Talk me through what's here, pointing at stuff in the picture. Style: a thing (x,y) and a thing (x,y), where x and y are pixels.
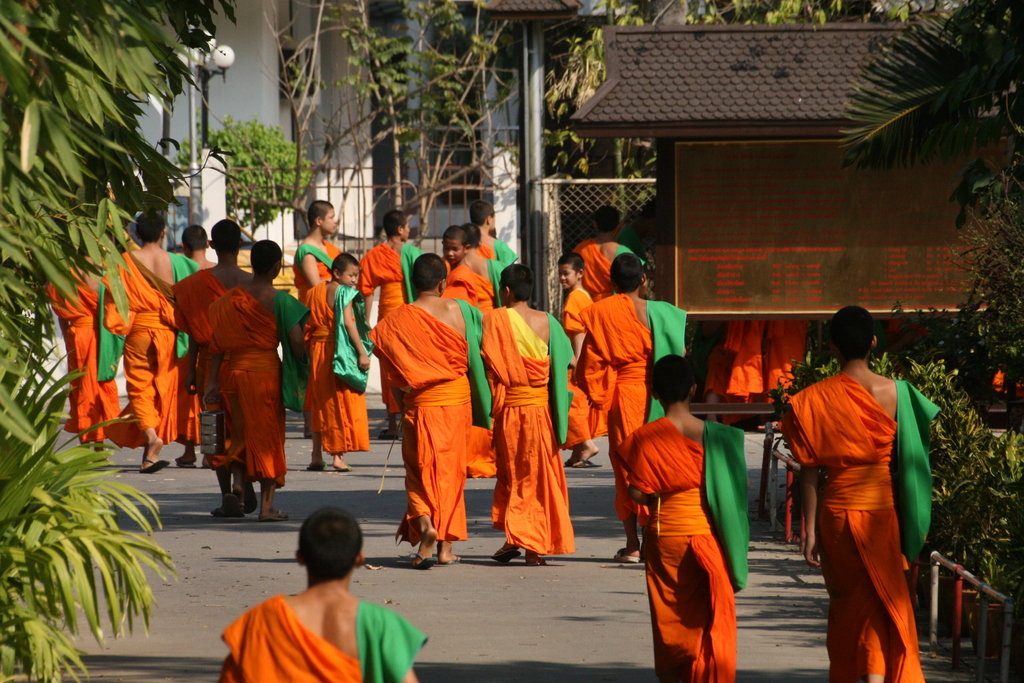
This image is taken outdoors. At the bottom of the image (442,605) there is a road (207,553). On the left side of the image (62,408) there is a tree (64,115). In the middle of the image (360,387) a few people (304,610) are walking on the road (796,598). In the background (563,69) there are few trees (362,172) and plants (275,147) and there is a house (334,85). There is a street light (222,56). On the right side of the image (855,124) there is a hut (825,124), a mesh (557,214) and there are a few trees (957,372) and plants (950,467).
